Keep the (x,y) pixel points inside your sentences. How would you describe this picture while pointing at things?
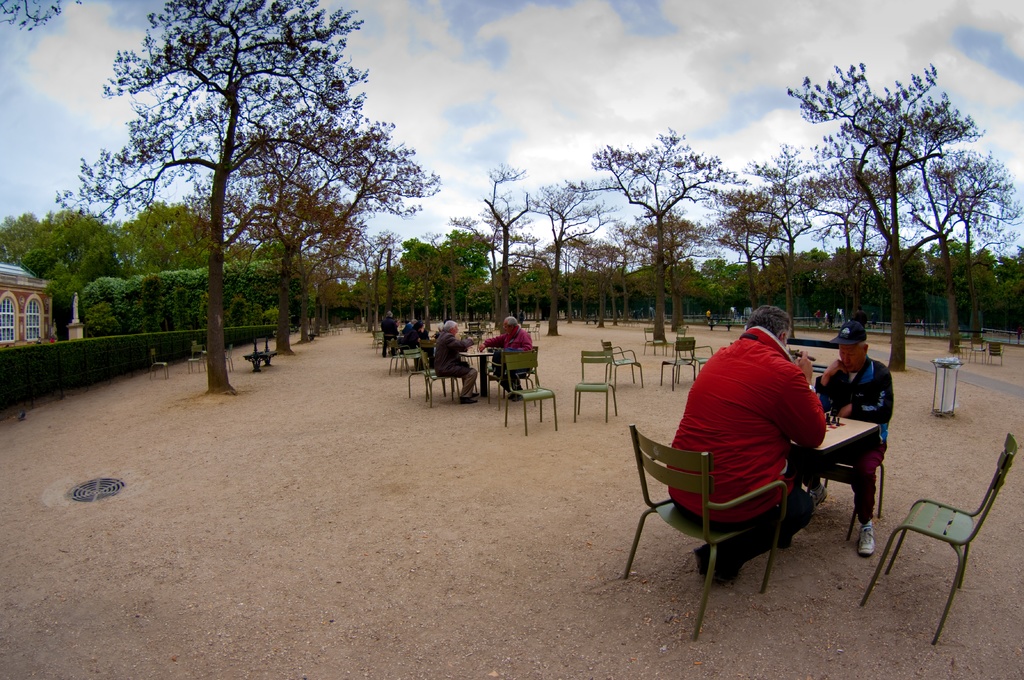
this is a open area (497,520). there are tables (837,438) and chairs (598,360) placed. people (724,403) are sitting on the chairs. behind them there are trees (270,253) and at the left (21,320) there is a building (20,306).
